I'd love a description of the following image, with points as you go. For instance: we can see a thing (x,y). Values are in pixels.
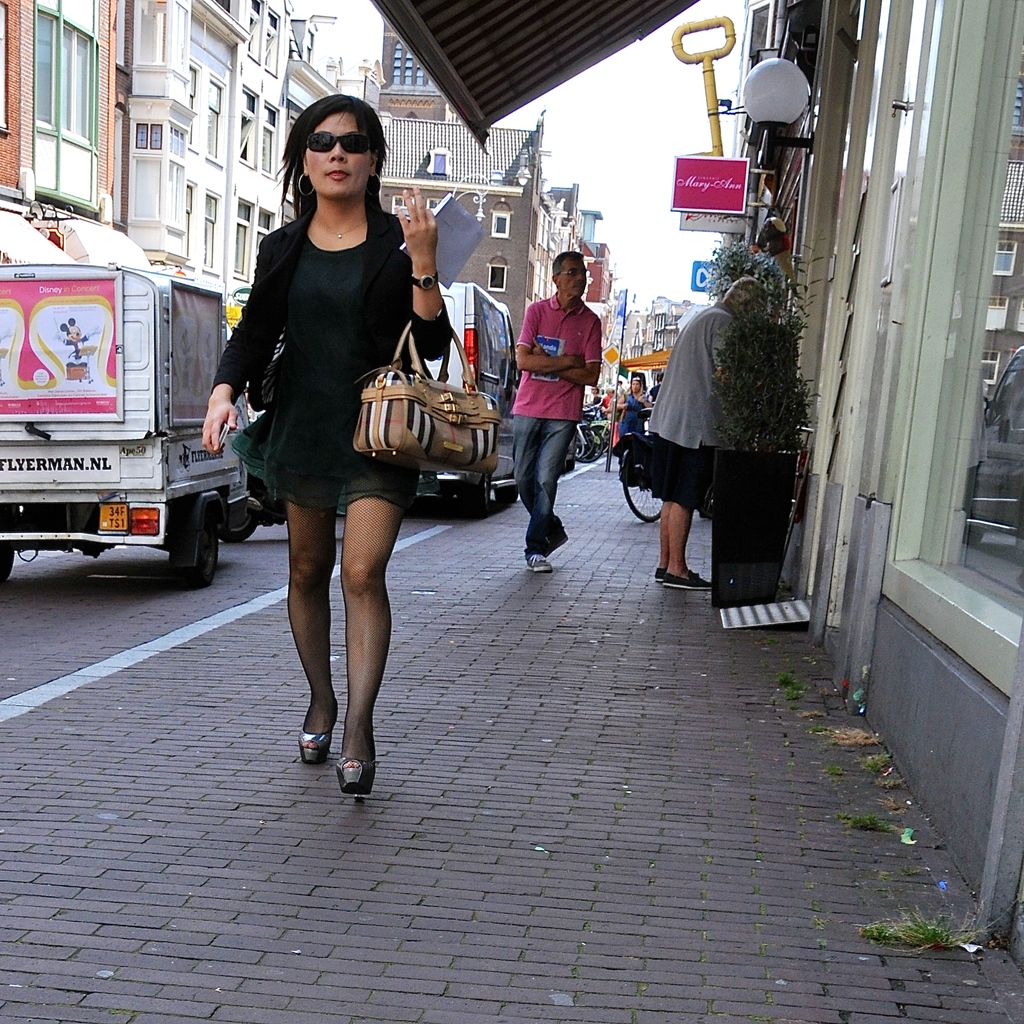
This is a picture taken in the outdoors. It is sunny. The woman (292,328) in green dress (305,351) was walking on a path (289,908). To the left side of the women (312,392) there are vehicles (145,367) on the road (70,555). Background of the women (359,316) are buildings (508,176) and sky (590,181).
